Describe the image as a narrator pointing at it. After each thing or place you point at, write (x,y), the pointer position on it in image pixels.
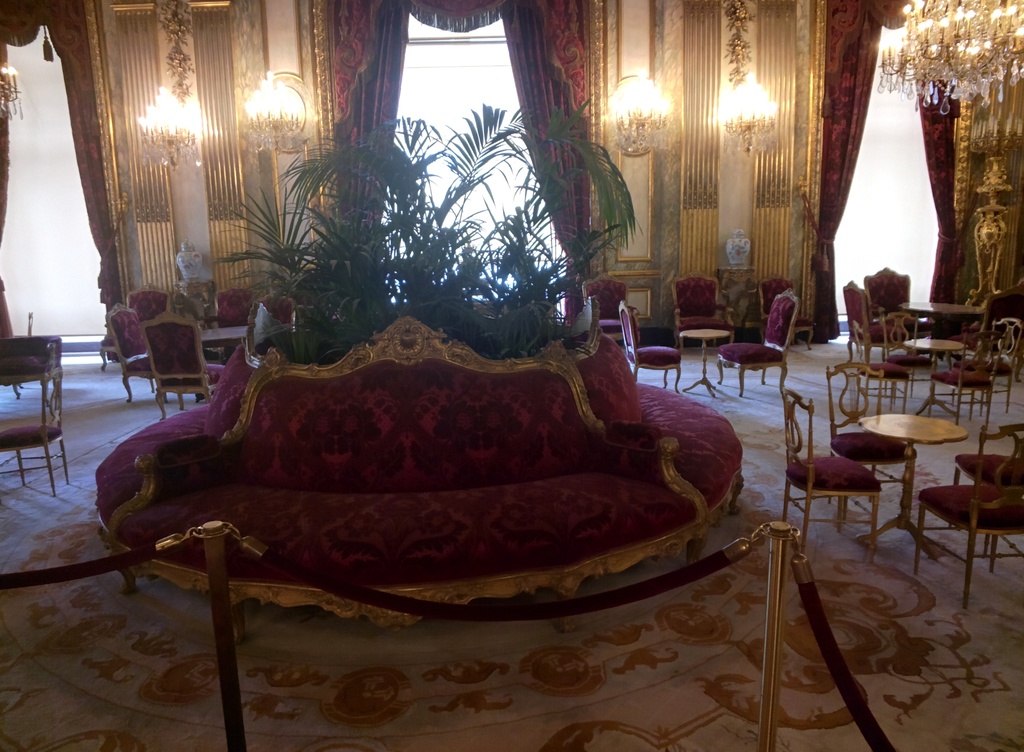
As we can see in the image there is a curtain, lights (177,126), plants (313,186) and few chairs (880,303) and tables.
